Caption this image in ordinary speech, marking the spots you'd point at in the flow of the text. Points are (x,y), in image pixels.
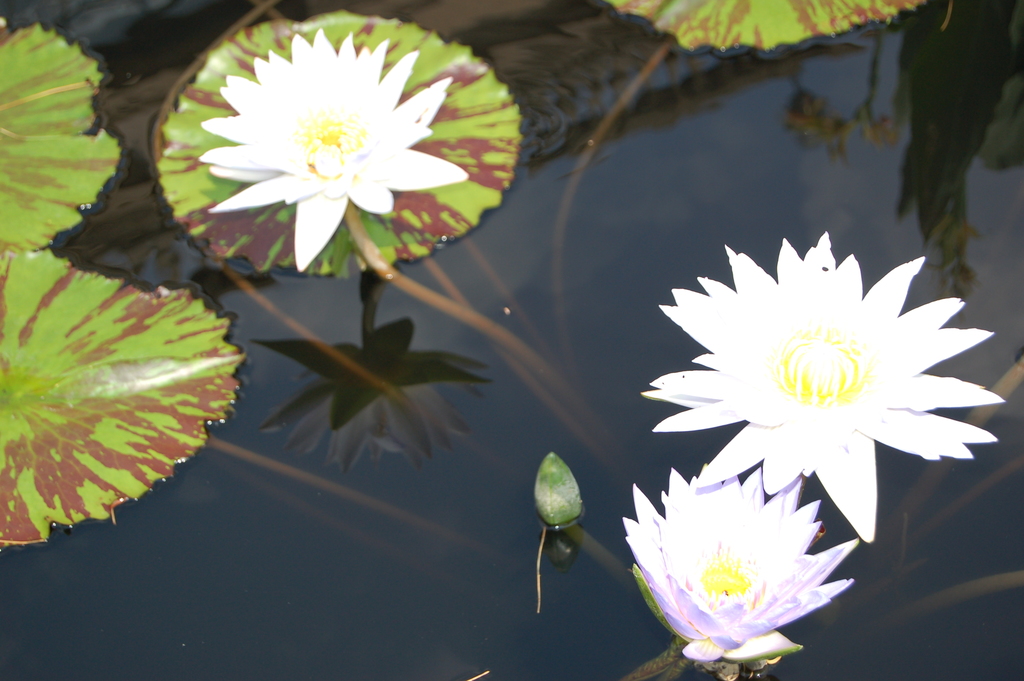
In this picture there are lotus flowers (766,600) in the water pond (419,314) with green leaves (150,385).
